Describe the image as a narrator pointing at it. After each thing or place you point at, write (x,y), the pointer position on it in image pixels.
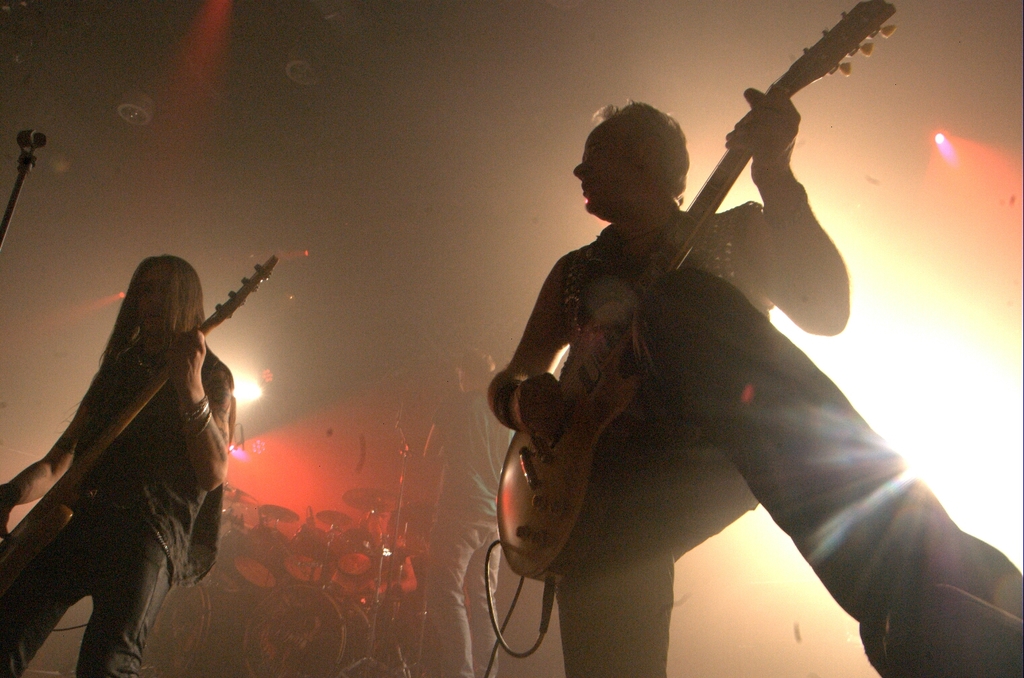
There are three persons (976,639) standing in this image. Person (886,537) at the right side (704,262) is holding a guitar (521,490). At the middle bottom there is a musical instrument (281,575). At top (310,66) there is lights (118,116).
